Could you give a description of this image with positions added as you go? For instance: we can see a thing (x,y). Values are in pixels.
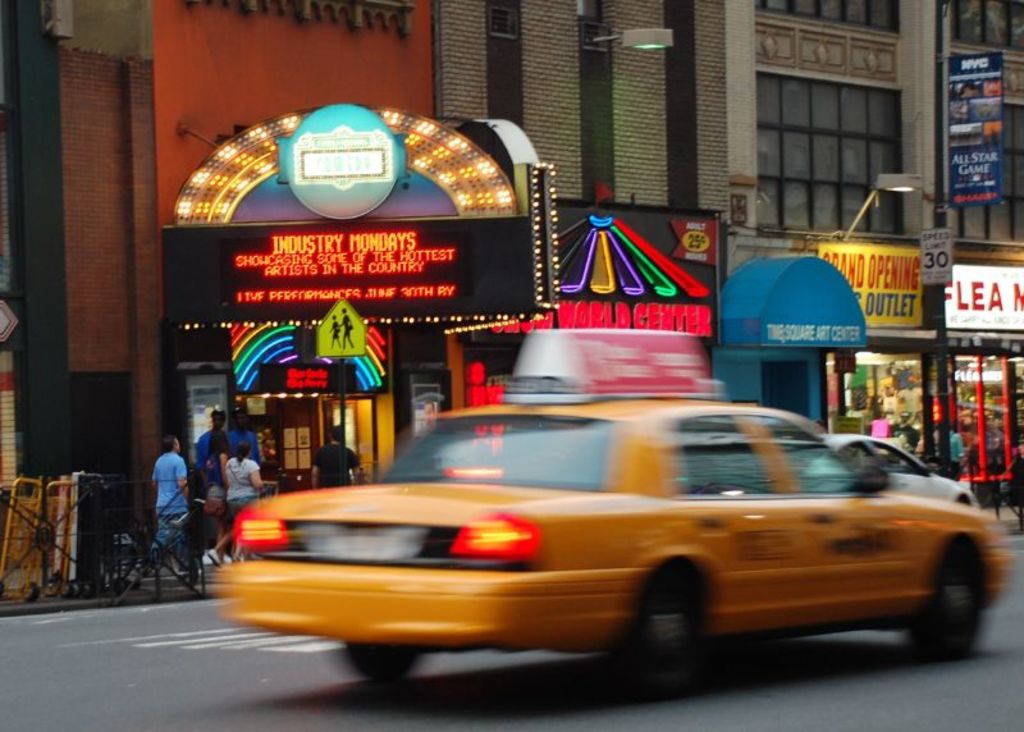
In this picture we can see there are vehicles (590,585) on the road (482,661). Behind the vehicles (487,565), there are boards (526,324), barricades (48,536), buildings (552,117) and people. There is a pole (942,101) with a signboard (345,344). On the right side of the image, there are some objects (912,407) inside the building (986,241).
